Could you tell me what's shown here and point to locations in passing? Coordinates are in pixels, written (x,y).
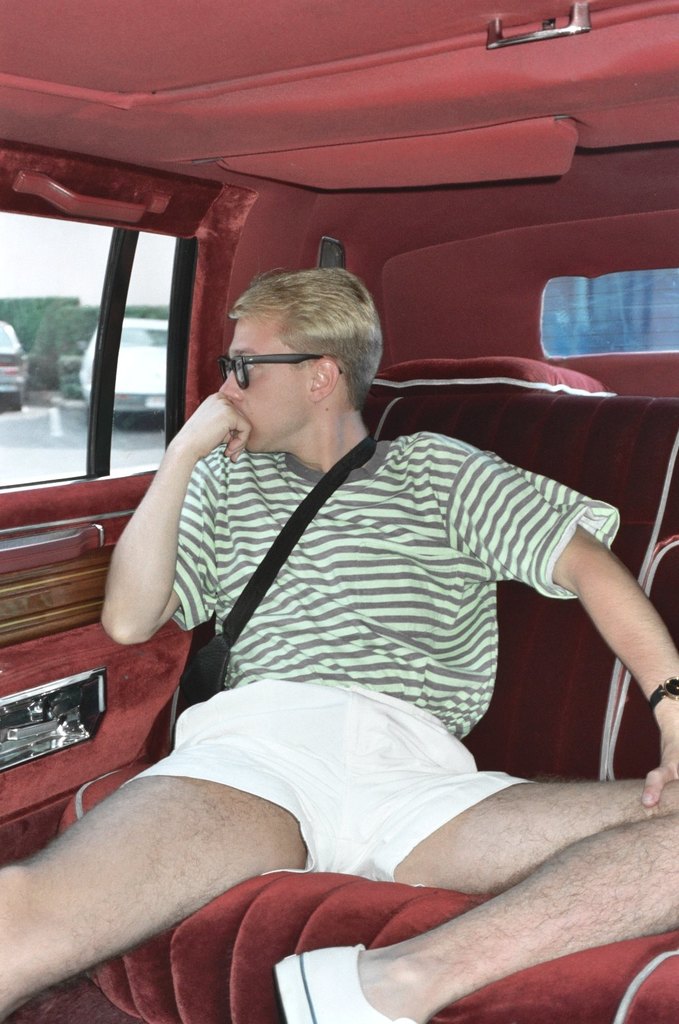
In this picture there is boy (247,707) sitting in the seat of a vehicle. He is wearing a t shirt (316,627) and a short (247,723) and spectacles (232,360). The car (433,250) is red in color. From the window (34,367) we can see some plants (34,332) here.
